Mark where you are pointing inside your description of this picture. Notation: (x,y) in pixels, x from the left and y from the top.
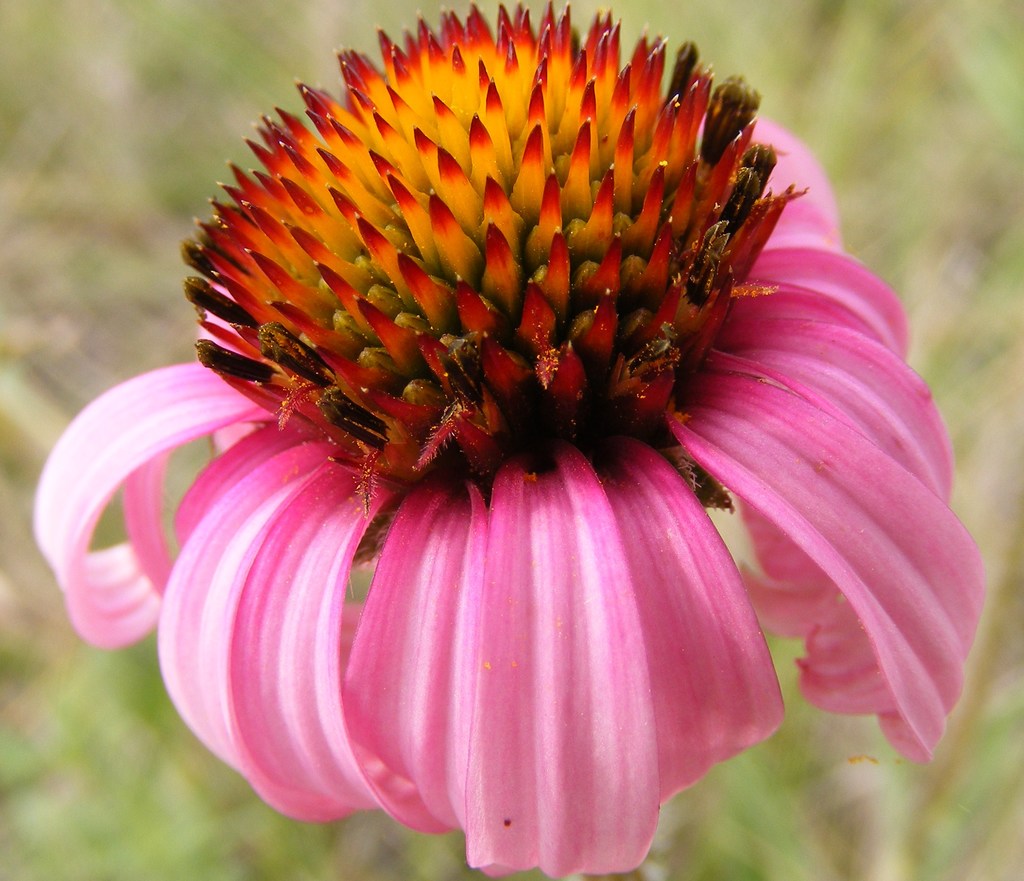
In this picture there is a flower (574,418) on the plant (734,446) and the flower (693,525) is in pink, red and in yellow color. At the back (33,796) the image is blurry.
